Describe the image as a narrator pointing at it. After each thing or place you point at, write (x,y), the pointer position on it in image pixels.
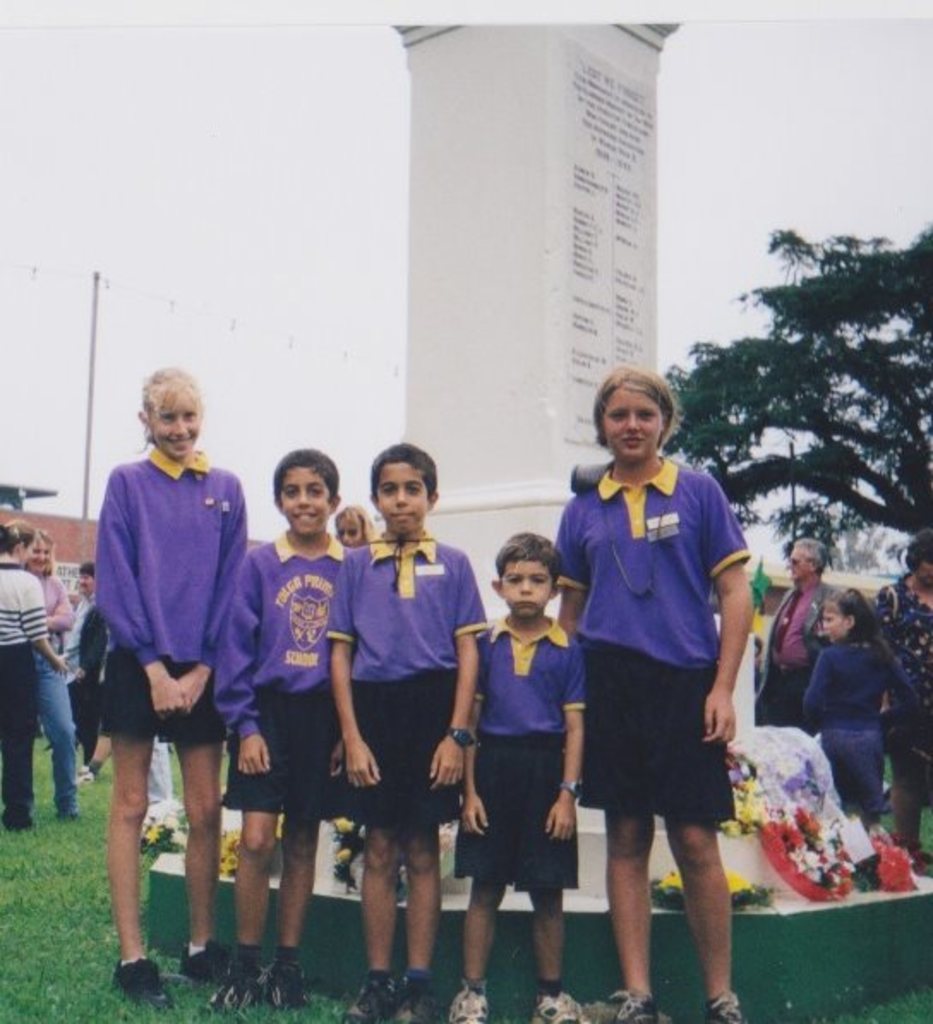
There are five children (252,649) standing and smiling. This looks like a pillar (580,298). I think these are the flower bouquets (778,820). I can see few people (781,622) standing. Here is the grass (83,892). This looks like a pole (86,510). I can see a tree (833,490) with branches (844,496) and leaves (883,456). This looks like a building (68,544).
